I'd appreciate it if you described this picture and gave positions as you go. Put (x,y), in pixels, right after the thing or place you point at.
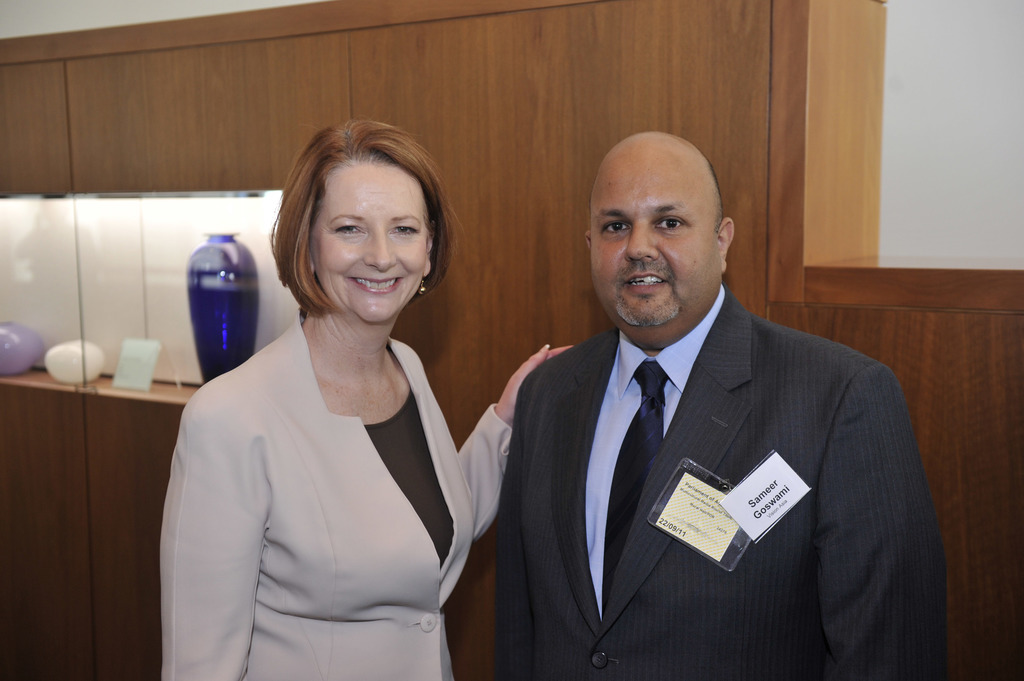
In this picture we can see a man (544,603) and a woman (213,549) standing and smiling. We can see a few vases (52,356) and a frame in the shelf (111,357). There is a wooden object (516,41) and a wall (96,15) in the background (493,622).
